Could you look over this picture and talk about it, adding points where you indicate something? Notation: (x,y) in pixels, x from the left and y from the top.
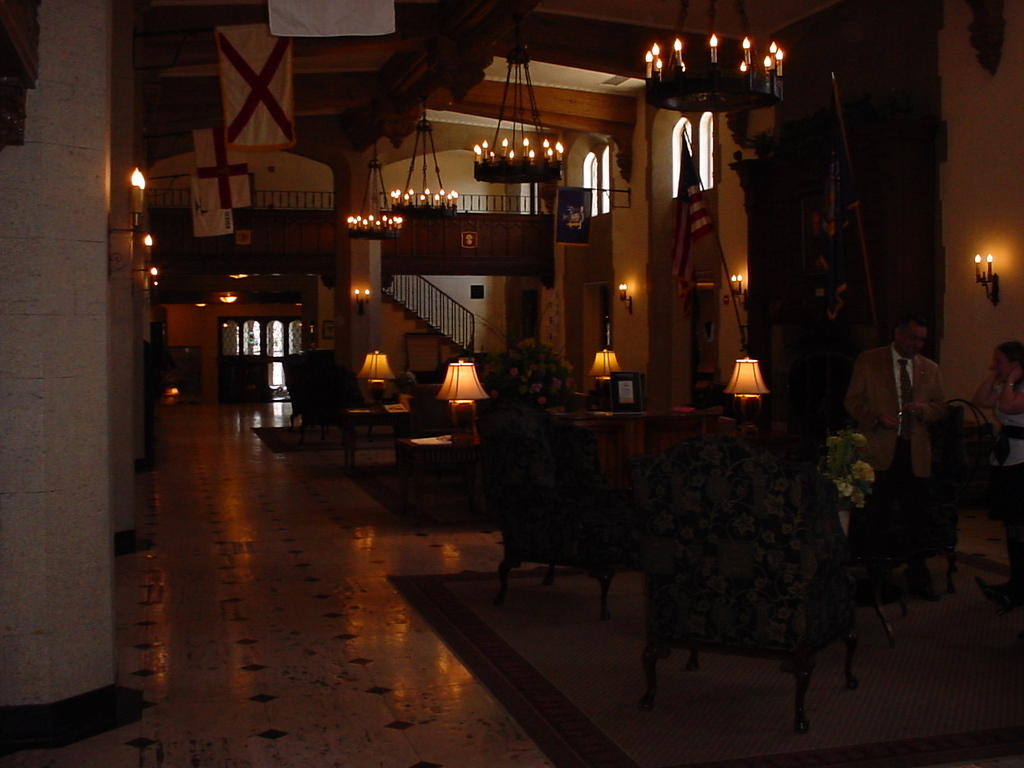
This is a room (372,501) in this we can see lamps (476,386) on the table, staircase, fence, hoardings (230,182) and candles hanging from the roof top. On the right (928,441) a person (912,434) is standing beside him there are chairs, flower vase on the table (885,553) and also we can see a wall (1008,319) and doors (282,353).
